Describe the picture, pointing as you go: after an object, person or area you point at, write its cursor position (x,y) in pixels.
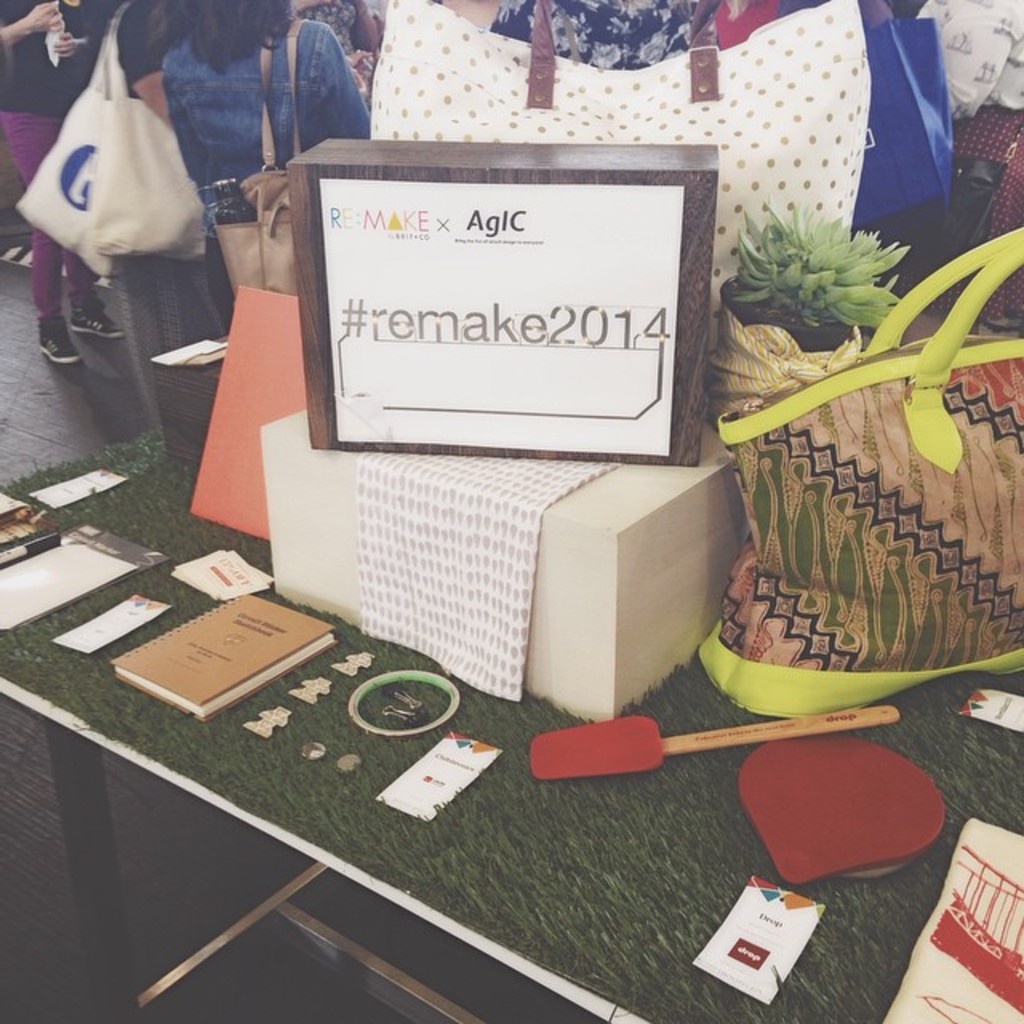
In this image we can see the table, on the table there are bags (807,504), boxes (284,551), cloth (511,548), bats (645,757), papers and few objects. In the background (180,138), we can see the people (182,115) standing on the floor (93,385).
